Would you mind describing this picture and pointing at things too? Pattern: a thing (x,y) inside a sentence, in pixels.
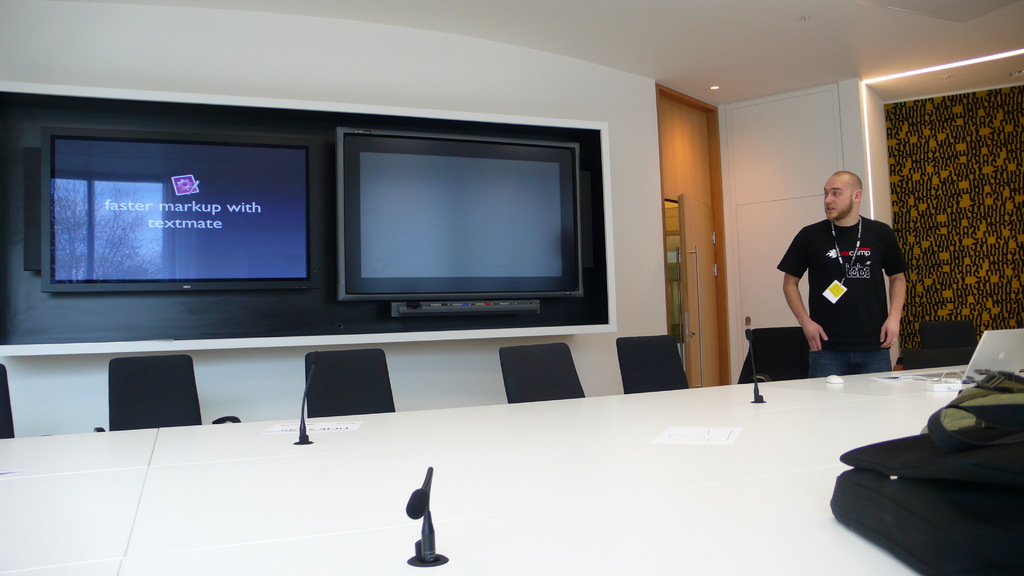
In the foreground of this image (510,465), on the table (637,519), there are two bags (1005,399), a laptop (1010,356), papers (677,441) and mics (306,394). Around the table (740,418), there are chairs (664,359) and a man (861,347) standing. In the background (520,240), there are two screens (399,220) to the wall (436,102), a door (718,308) and the ceiling (647,21).
